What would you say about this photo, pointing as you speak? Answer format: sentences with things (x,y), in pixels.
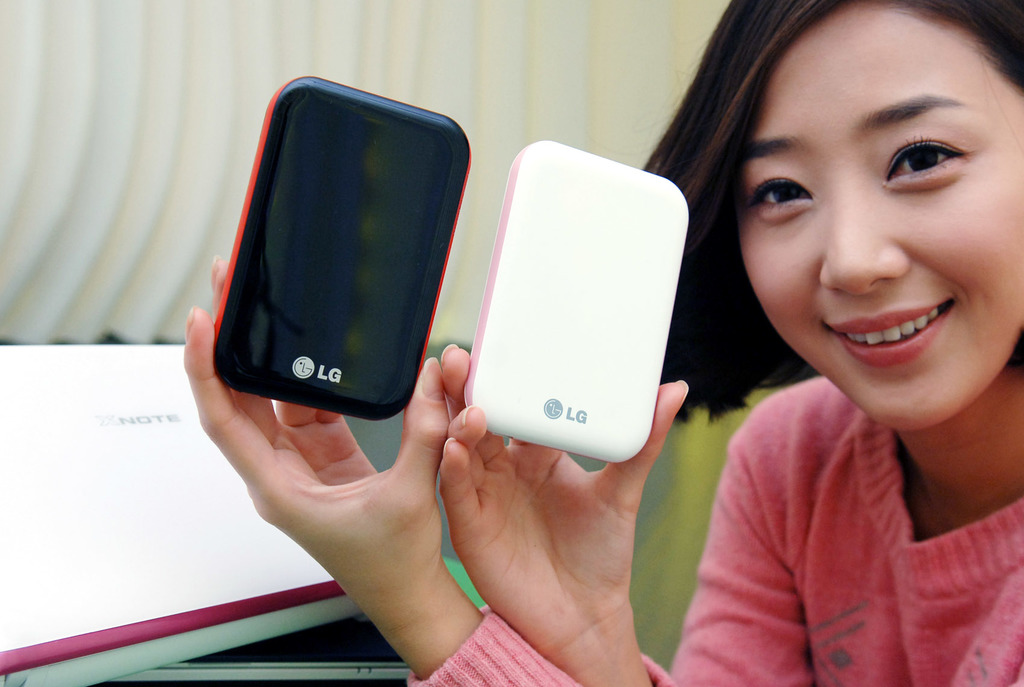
This picture shows a woman (1017,685) holding two hard drives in hand (622,510).
